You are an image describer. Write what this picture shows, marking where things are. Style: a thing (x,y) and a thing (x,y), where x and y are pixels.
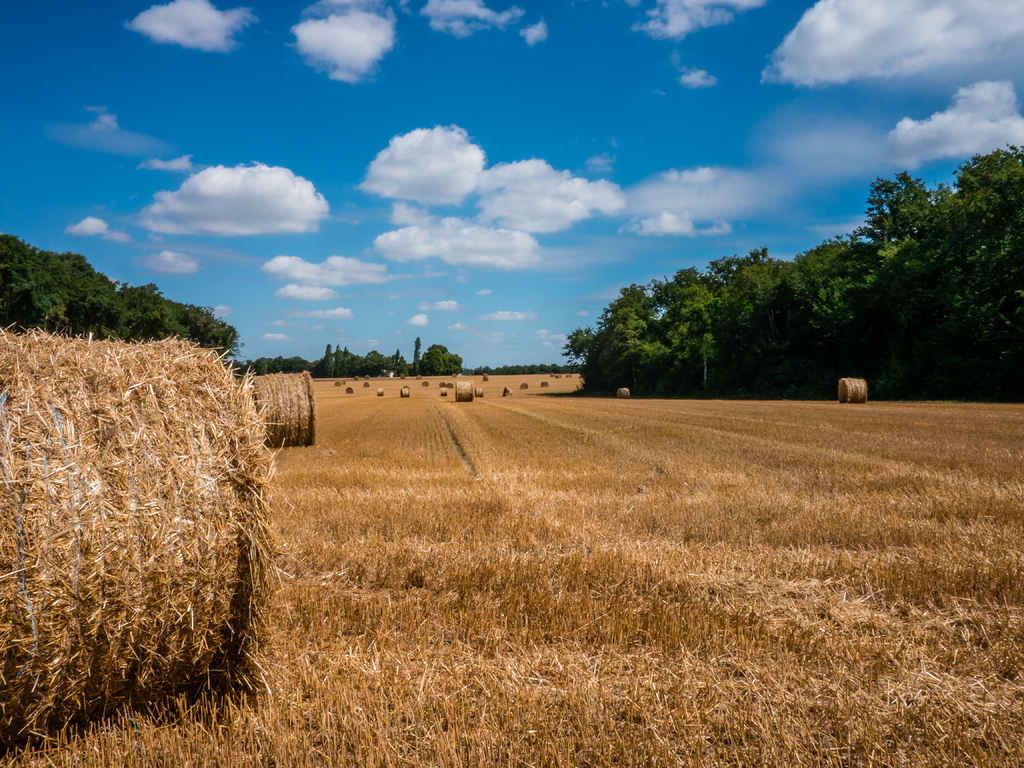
In this image I can see the dried grass (523,519), background (862,368) I can see few trees (712,374) in green color and the sky (431,230) is in blue and white color and I can also see few grass rolls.
